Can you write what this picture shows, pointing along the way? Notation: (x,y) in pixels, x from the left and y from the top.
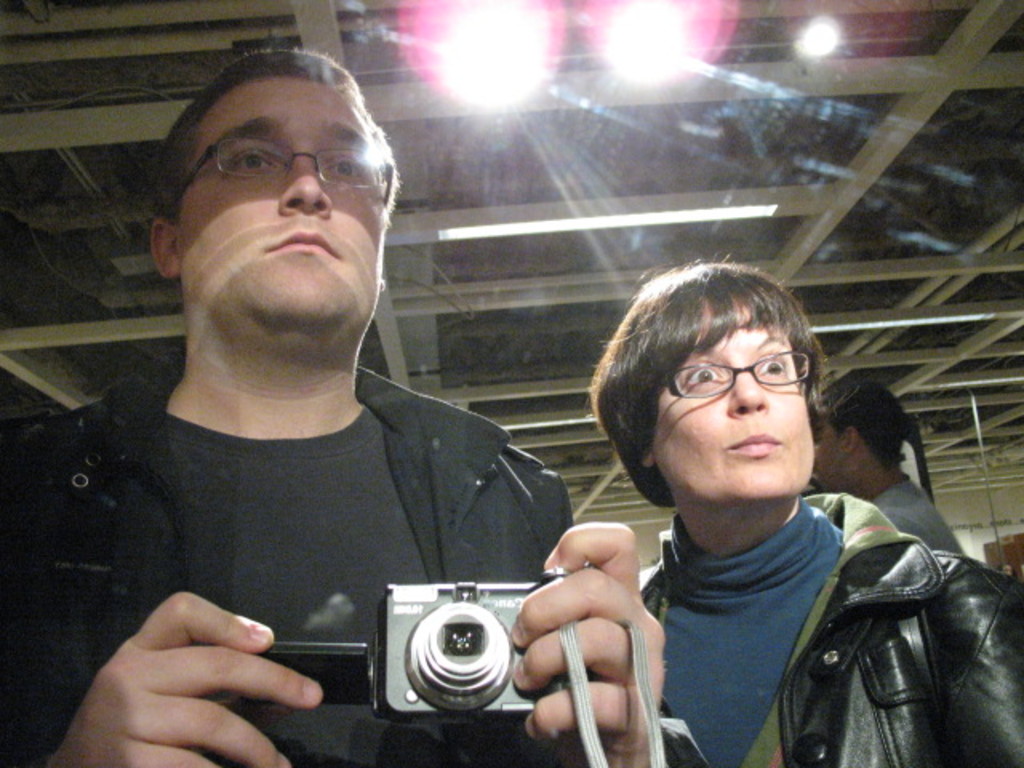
The person (269,517) wearing a black dress (296,532) is holding a camera (438,625) in his hand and the lady (745,615) beside him is standing.
